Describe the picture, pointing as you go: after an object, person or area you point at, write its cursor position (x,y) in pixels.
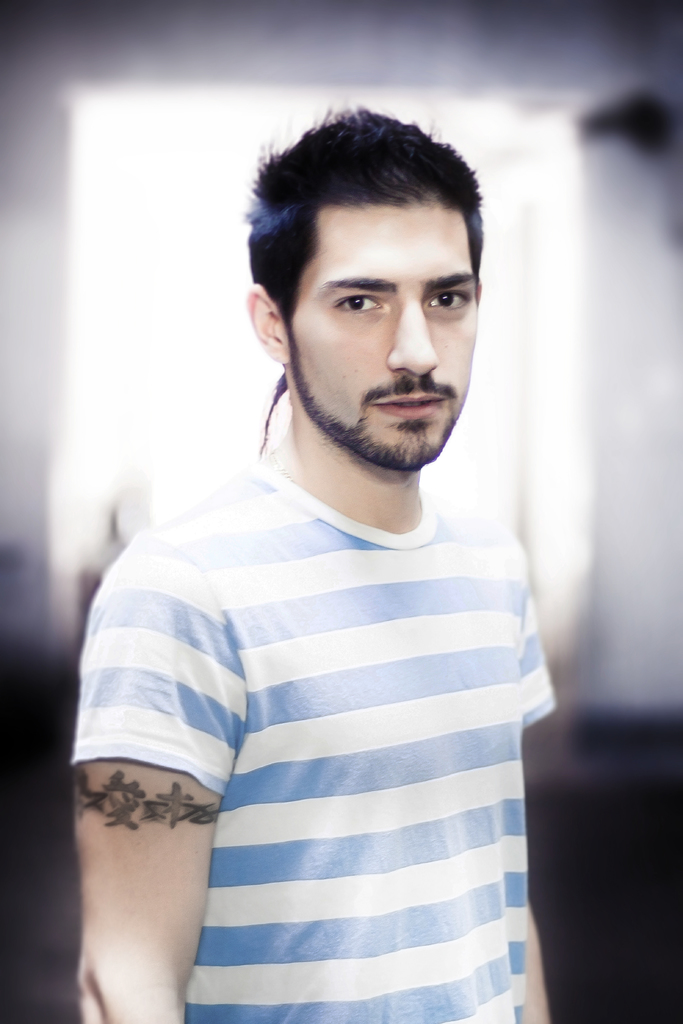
In this image there is a man (327,604) standing wearing blue and white t-shirt (492,895), also there is a tattoo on his hand (180,850).
